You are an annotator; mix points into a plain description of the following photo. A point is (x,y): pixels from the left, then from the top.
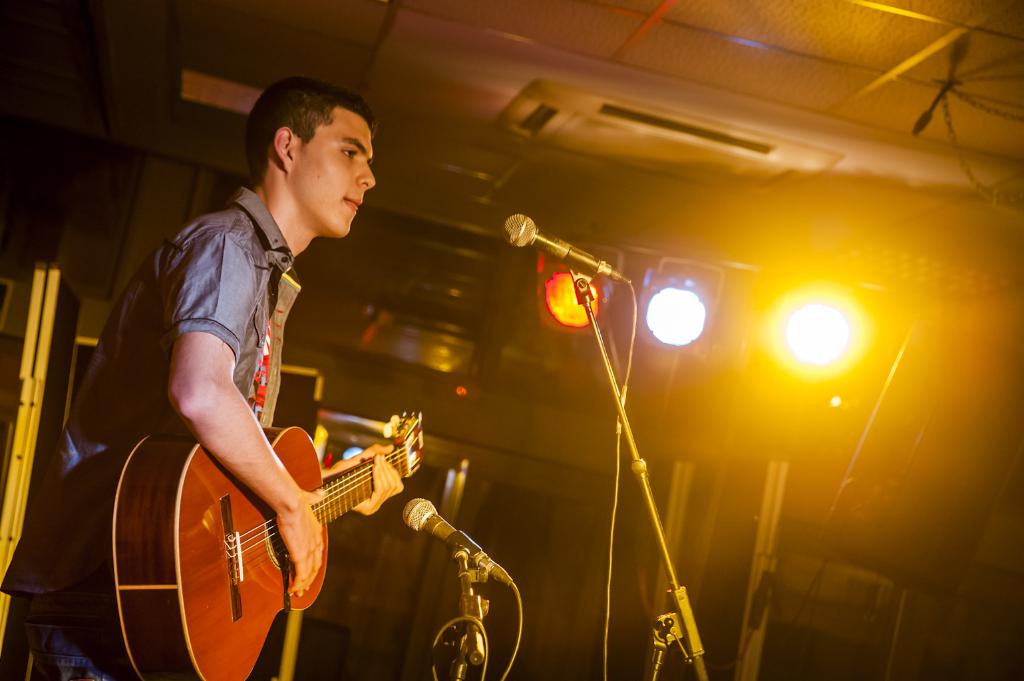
This image is taken inside a room (532,79). This image consists of a man (152,338). In the left side of the image (331,147) there is a man (107,400) standing holding a guitar (227,599) in his hands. In the right side of the image (689,598) there are lights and a mic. At the background (9,296) there is a door (32,389) and a wall (33,249). At the top of the image (114,53) there is a ceiling (821,89).
